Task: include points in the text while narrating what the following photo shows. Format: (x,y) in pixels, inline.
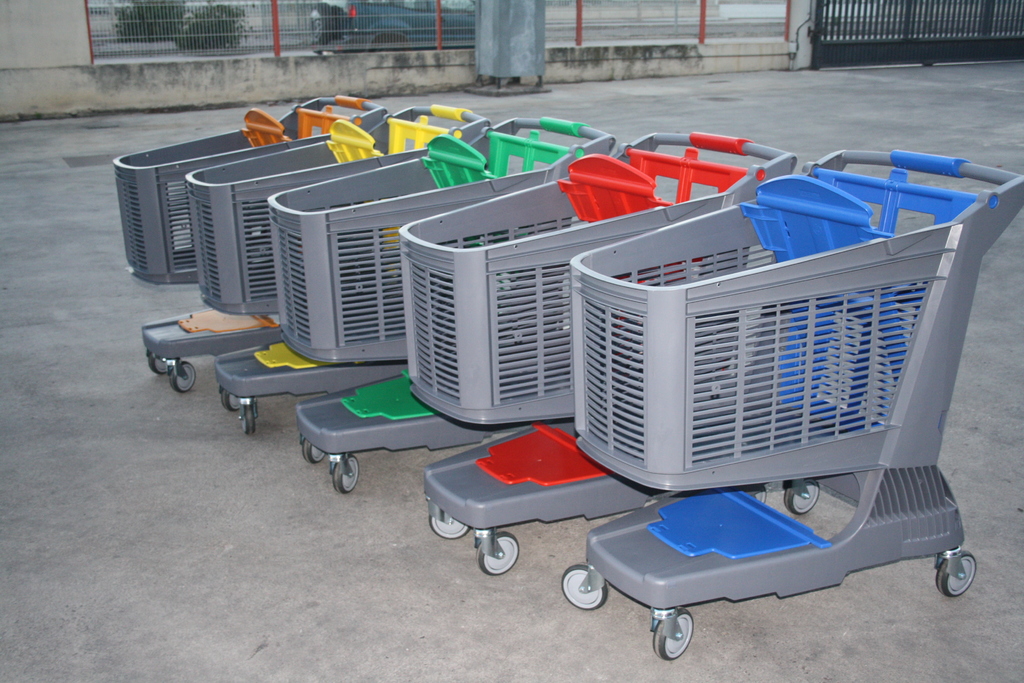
In this image we can see trolleys (344,234), there is a gate (875,48), fencing (387,36), plants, and a vehicle (363,38), also we can see the wall (563,65).
